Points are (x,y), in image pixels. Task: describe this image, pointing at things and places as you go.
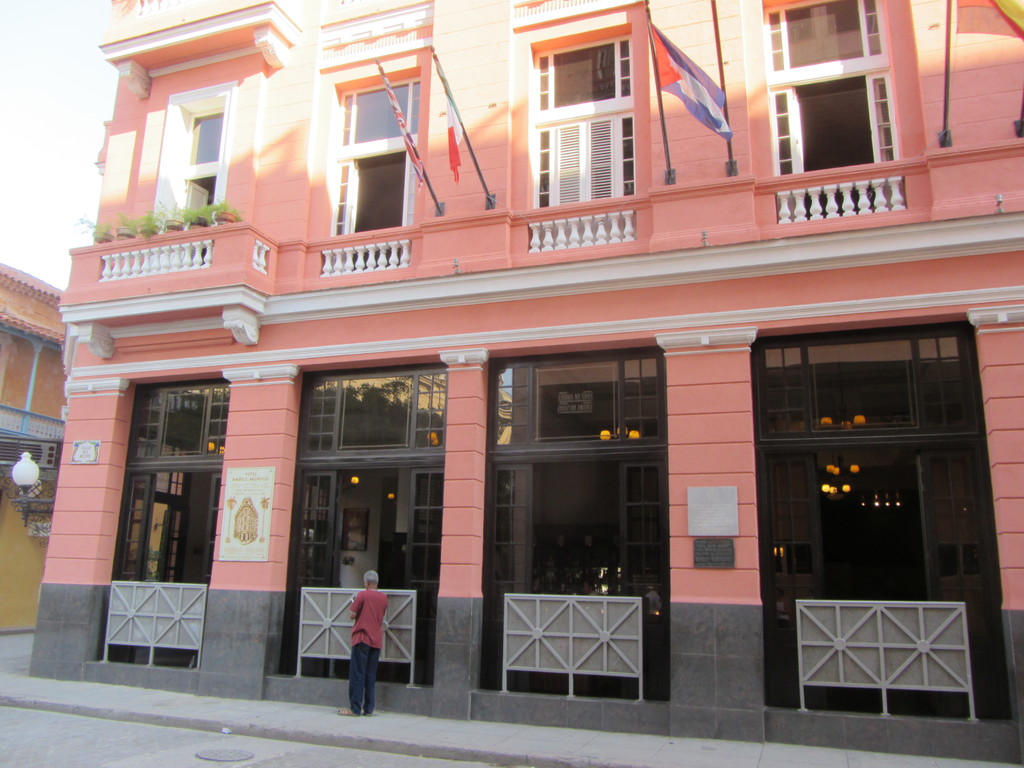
Building (278,496) with windows (371,111). Here we can see a person (357,644), plants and flags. Light (21,500) is attached to this building (62,519).
